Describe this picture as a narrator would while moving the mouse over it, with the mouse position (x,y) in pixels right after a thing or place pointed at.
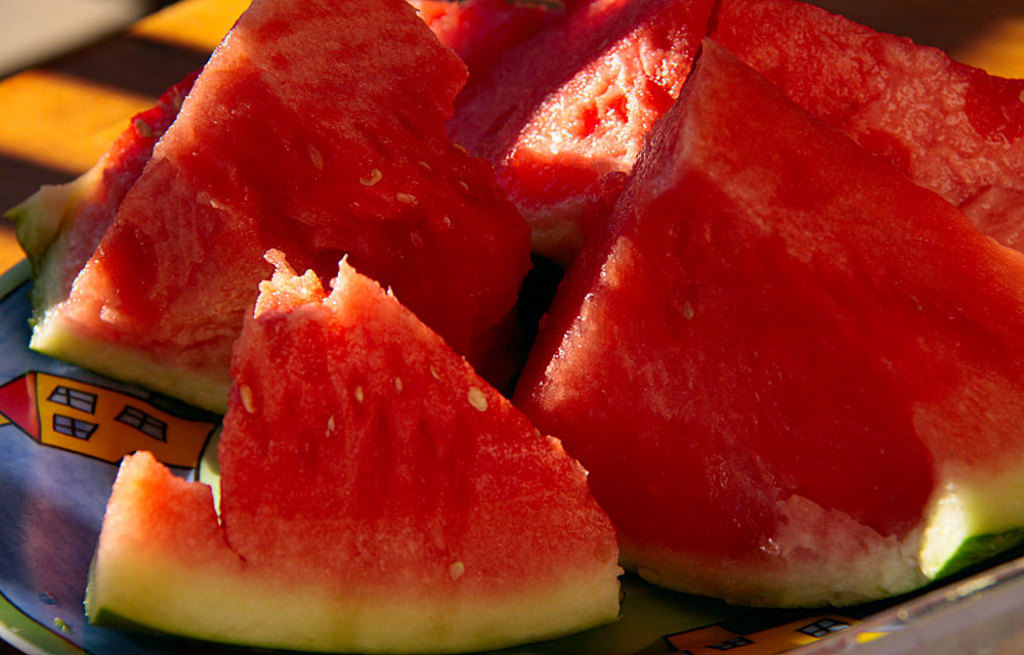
In the image we can see there are pieces of watermelon (385,244) in the plate (39,522).
